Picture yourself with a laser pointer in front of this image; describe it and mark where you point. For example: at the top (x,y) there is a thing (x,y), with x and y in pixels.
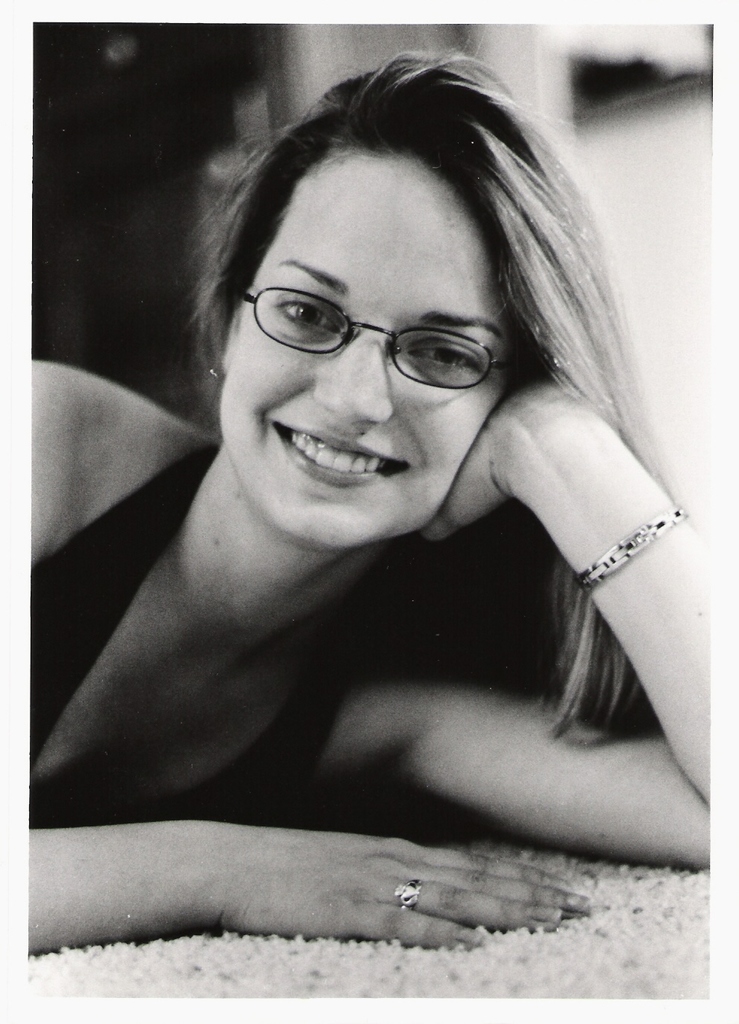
In this image I can see a person (66,612) laying on the floor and the image is in black and white.
